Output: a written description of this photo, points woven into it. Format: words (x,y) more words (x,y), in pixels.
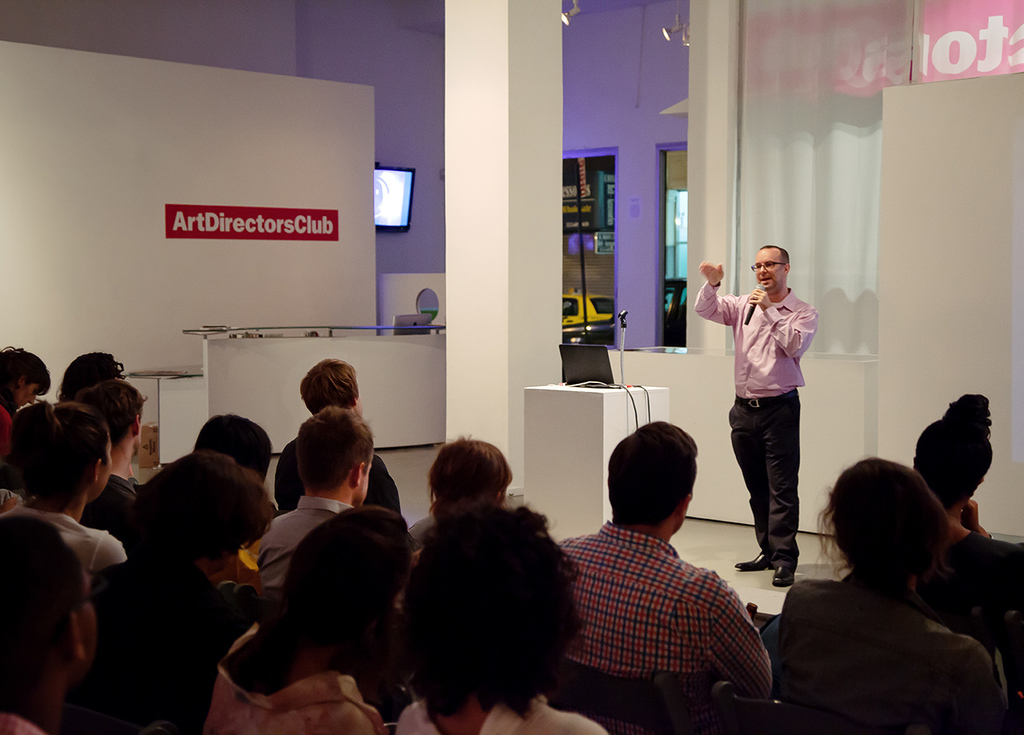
In this picture we can see a group of people (220,688) sitting on chairs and in front of them we can see a pillar (449,0), screen (406,177), laptops (579,370), stand (617,443), name board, walls (167,319) and a man (773,260) holding a mic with his hand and standing and talking.
